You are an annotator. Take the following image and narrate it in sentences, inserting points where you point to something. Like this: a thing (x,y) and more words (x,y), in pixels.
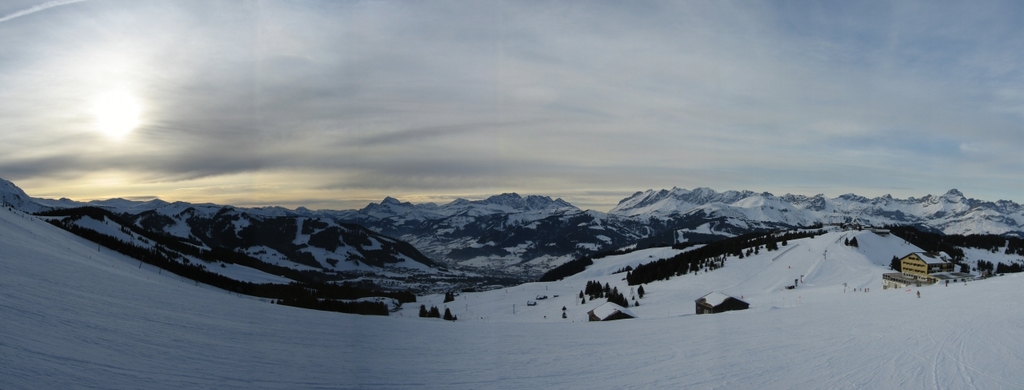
In the center of the image (568,210) we can see mountains (574,245), trees (661,266), houses (919,274), some persons (920,291) are there. At the top of the image (541,69) clouds (564,60) are present in the sky (569,178). At the bottom of the image (579,360) snow (558,358) is there.
